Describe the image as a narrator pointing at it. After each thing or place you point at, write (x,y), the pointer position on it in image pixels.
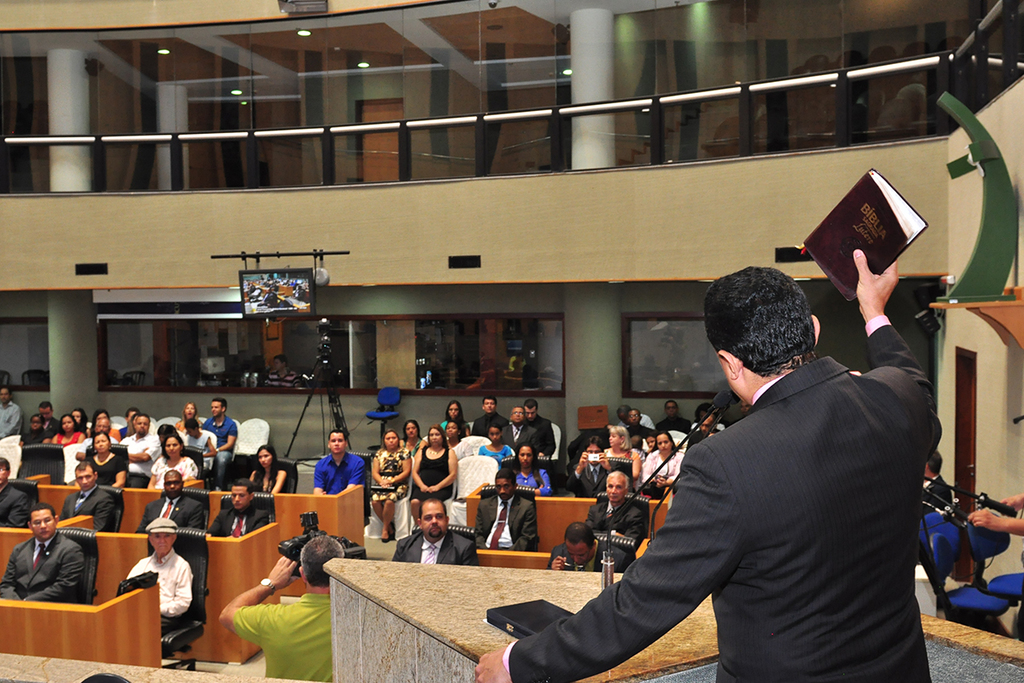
In this image there is a person (765,316) holding a book (835,282) is standing in front of a podium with mic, on the podium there is an object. In front of the person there are a few people (147,427) sitting in chairs (239,442), behind them there are glass walls (554,369), pillars (611,387), monitor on the wall (298,261) and a glass fence (482,133). Behind the audience (511,479) there is a camera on the stand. In front of the podium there is a person (236,620) holding a camera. On the right side of the image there is a person's hand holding some object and there are empty chairs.
